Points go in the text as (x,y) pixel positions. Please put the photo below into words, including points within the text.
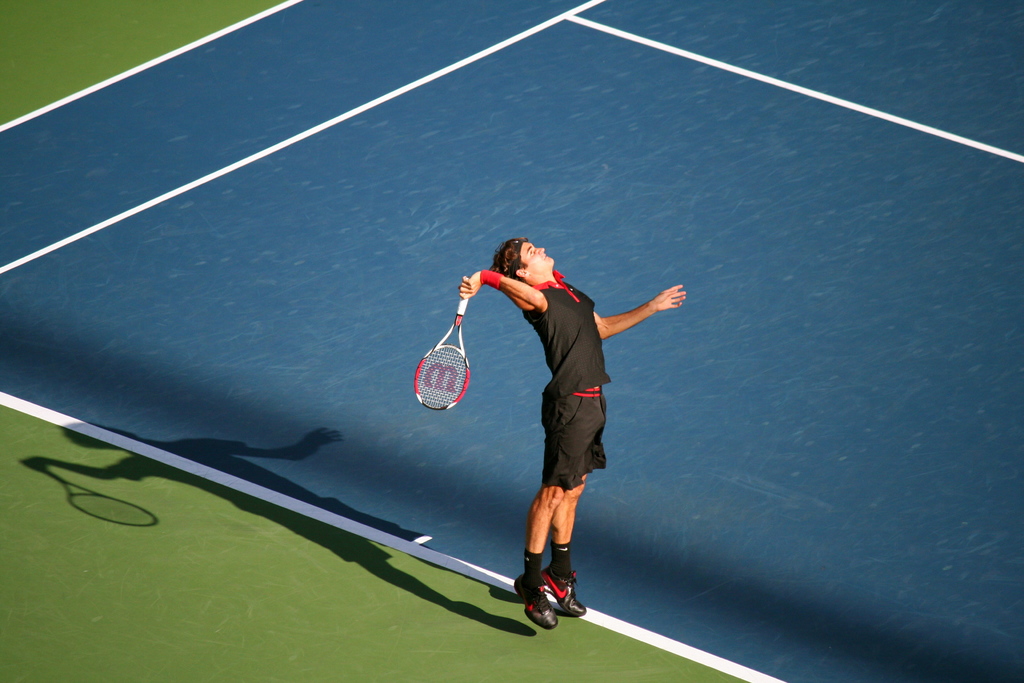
In this image there is a person (552,321) jumping on the playground (613,353) and he is holding a tennis racket (446,359).
